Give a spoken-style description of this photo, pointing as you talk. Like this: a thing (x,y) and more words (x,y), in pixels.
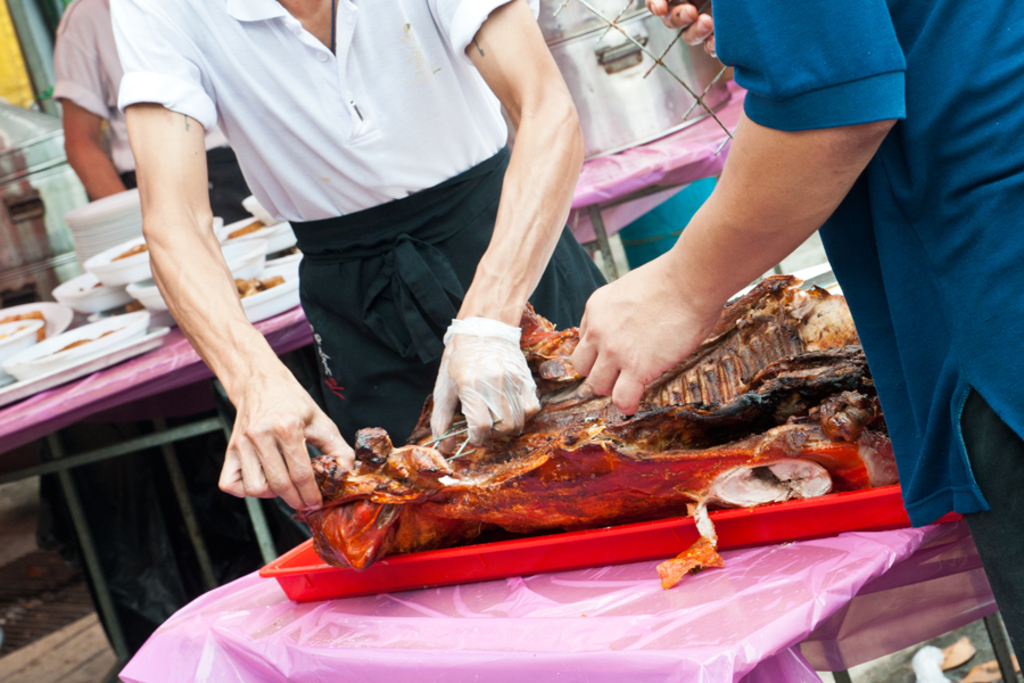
In this image, we can see people (506,228) and are holding meat (562,417) and which is placed on the tray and one of them is wearing glove (455,372) and the other is holding an object (674,40). At the bottom (686,628), there is a cover (704,624) on the table (686,639) and in the background (617,59), we can see some plates (58,312), bowls (143,271), containers (605,110) and some food items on the table (52,386) and we can see an other person (57,95).
